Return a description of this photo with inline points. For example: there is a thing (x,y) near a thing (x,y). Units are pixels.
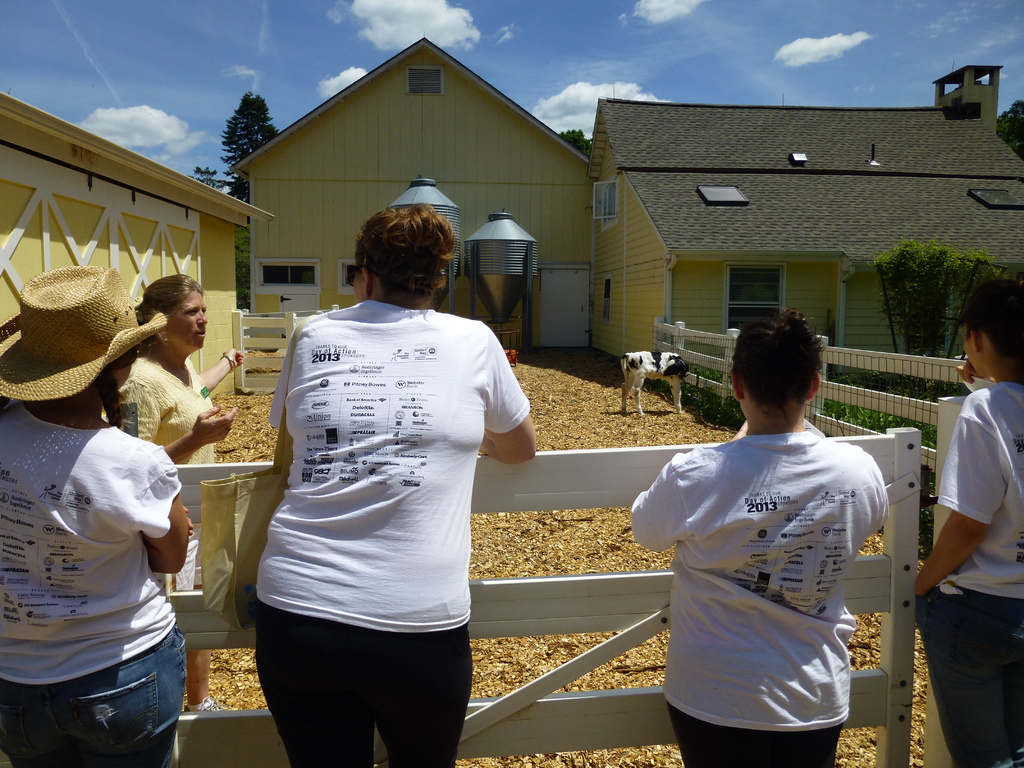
In this image there are buildings (585,318) and there is a calf (635,389), around the calf (671,366) there is a wooden fence (947,437), in front of the fence (682,333) there are a few people (1003,317) standing, in front of the buildings (872,296) there are trees (930,330). In the background (219,60) there is the sky (204,54).
